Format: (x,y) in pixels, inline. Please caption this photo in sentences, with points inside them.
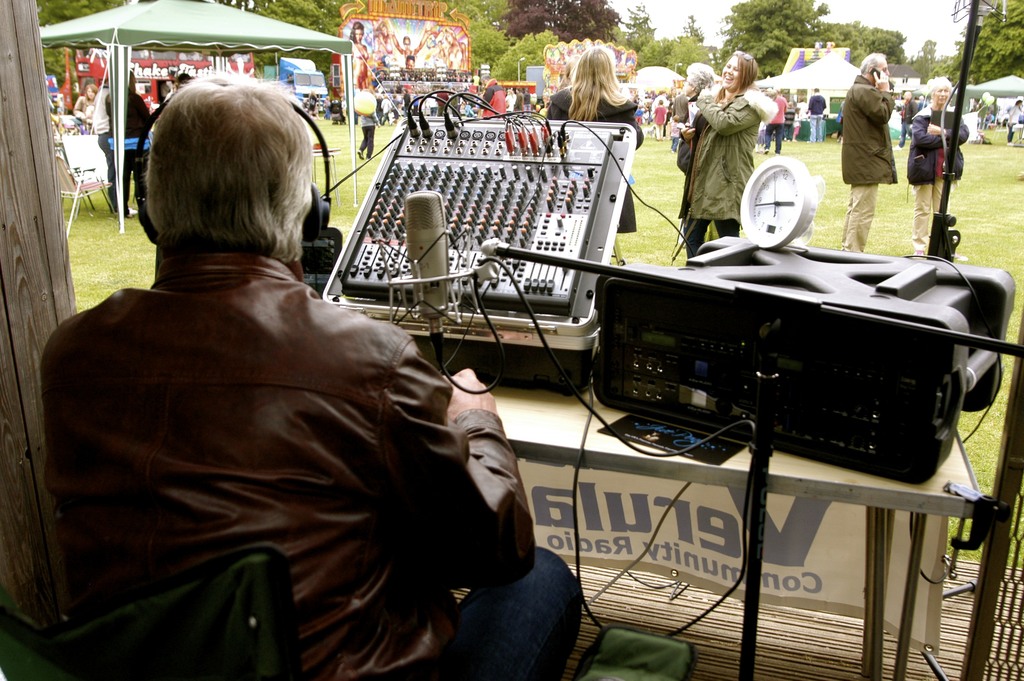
In this image I can see a person (284,439) wearing brown colored jacket (330,447) and jeans (524,585) is sitting and I can see he is wearing headphones (330,199) which are black in color. I can see a microphone (409,251) and a musical system (561,240) in front of him. In the background (650,98) I can see number of persons (773,130) standing on the ground (644,135), a tent (228,20) which is green in color, few other tents (673,75), few trees (669,58) and the sky (924,9).
